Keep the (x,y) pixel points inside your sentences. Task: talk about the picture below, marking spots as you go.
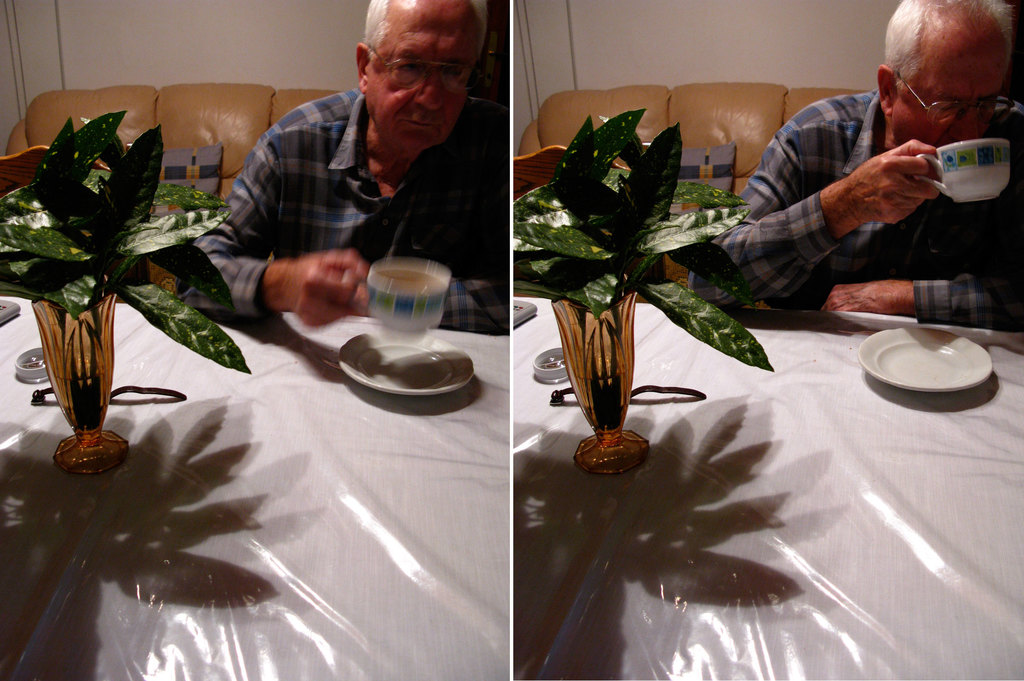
In this image i can see a replica of the image. And a man (274,132) sitting at the table (69,478) and the couch (241,162) is attached to the wall (177,59) and a man (333,226) wearing a blue color shirt (273,214) and holding a coffee cup (413,283) and there is a saucer (363,364) kept on the table (60,490). and there is a flower pot (82,317) kept on the table (51,480). there is a green color leaf (52,252) on the flower pot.
